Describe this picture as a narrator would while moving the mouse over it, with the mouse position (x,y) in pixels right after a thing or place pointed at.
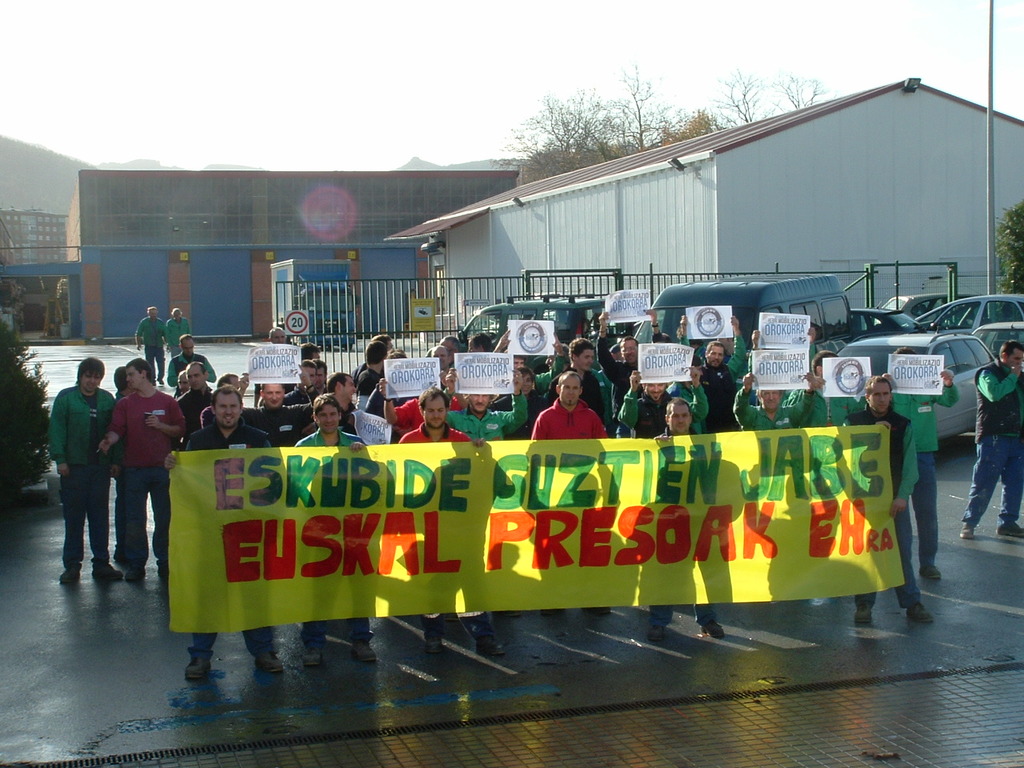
In this image there are many people (610,411) holding papers (405,359) with something written on that. In the front (380,433) few people (565,416) are holding a banner (590,550). In the back (661,299) there are vehicles (875,324), railings (520,288), buildings (523,229), trees (630,138) and sky (304,45). Also there is a sign board (288,316).
